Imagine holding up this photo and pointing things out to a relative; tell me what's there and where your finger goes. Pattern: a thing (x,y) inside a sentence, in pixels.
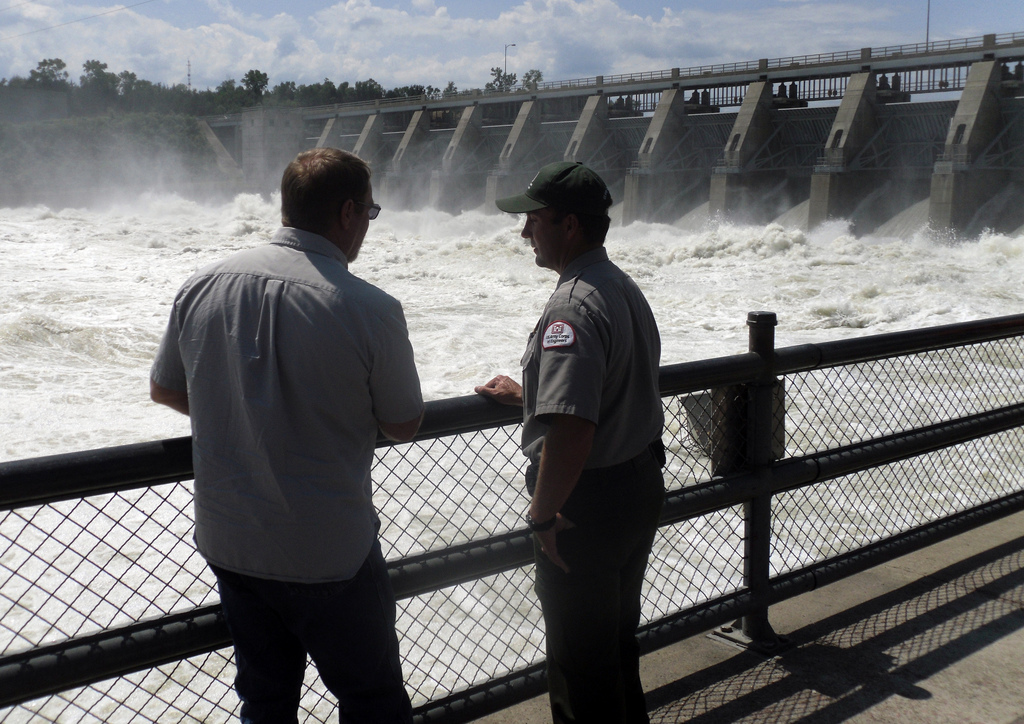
In the foreground of the image (343,409) there are two persons (365,711) standing. There is a fencing (974,339). In the background of the image (662,190) there is a dam (442,125). There is water (679,250). There are trees (66,92).
